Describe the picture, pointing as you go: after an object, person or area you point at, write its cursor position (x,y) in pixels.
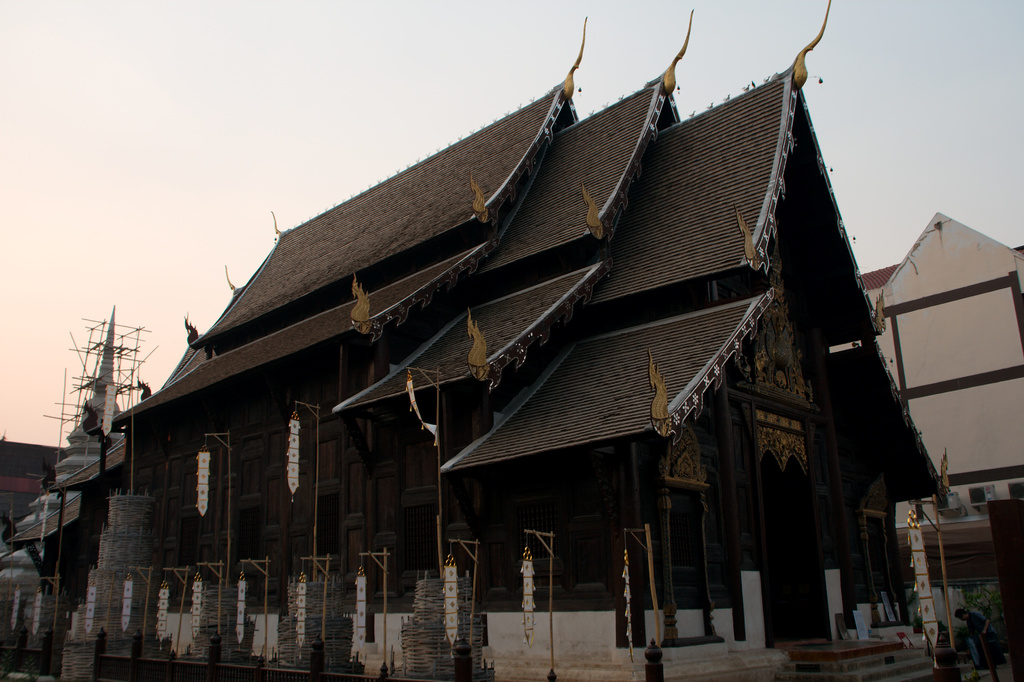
In this image I can see a building (801,263) in brown color, at right (913,292) I can see the other building (970,319) in cream color, at the top (353,93) sky (259,121) is in white color.
